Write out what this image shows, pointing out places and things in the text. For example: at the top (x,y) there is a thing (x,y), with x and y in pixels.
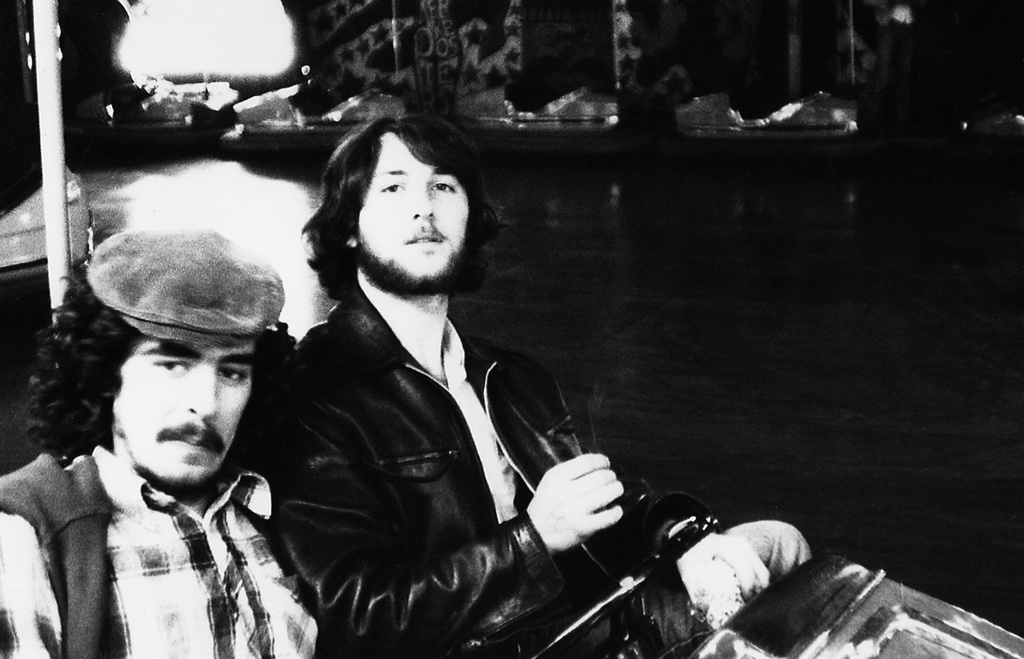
This is a black and white image. On the left side (239,459), I can see two men (336,571) are giving pose for the picture. The man (123,543) who is on the left side (134,562) is wearing a shirt (150,599) and cap (235,292) on the head (235,314). The man (360,462) who is on the right side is wearing jacket (426,552). I can see the background (495,70) in black color. At the back of these people (218,416) there is a pole (59,260).
